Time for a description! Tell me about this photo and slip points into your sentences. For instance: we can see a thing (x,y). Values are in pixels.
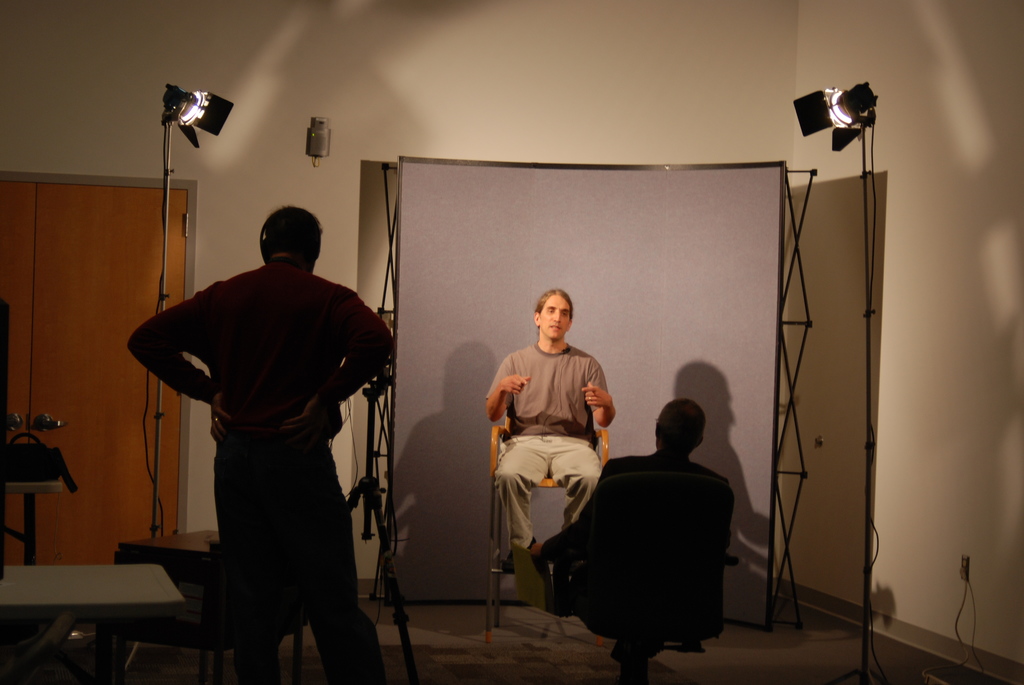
This picture shows the inner view of a room (108,85). There is one wooden door (69,342), two lights (197,120) with stands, one person (630,468) sitting on a chair (646,502) and holding a paper (534,591). There are some wires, some tables (152,558), some objects (35,455) are on the table (45,487), one person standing and wearing headphones (263,241). Some objects (57,478) are on the surface (42,680), one person (570,438) sitting on a chair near the board (404,250), one big board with stands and some objects (324,134) are attached to the wall (234,49).
